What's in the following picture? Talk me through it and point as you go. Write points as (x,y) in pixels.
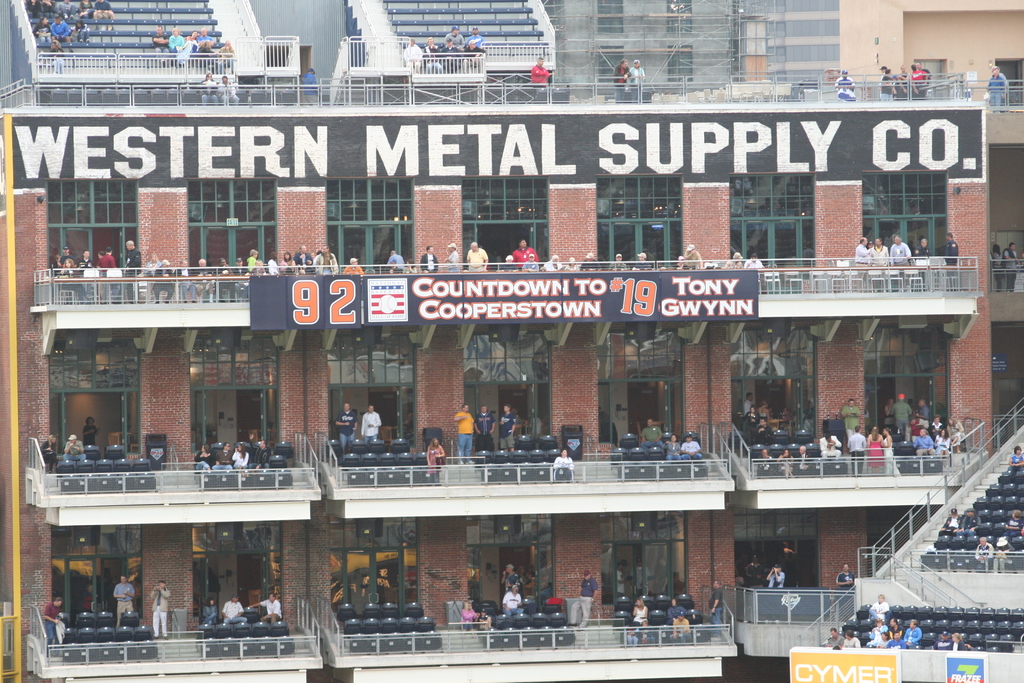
This is the picture of a building (700,146). In this image there are group of people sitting on the chairs (983,528) behind the railing (55,490). There are group of people (912,424) standing. There are hoardings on the buildings (562,395). There is a text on the building (636,209). On the right side of the image (869,569) there is a staircase (905,584). On the left side of the image (10,313) there is a pole (10,313).
